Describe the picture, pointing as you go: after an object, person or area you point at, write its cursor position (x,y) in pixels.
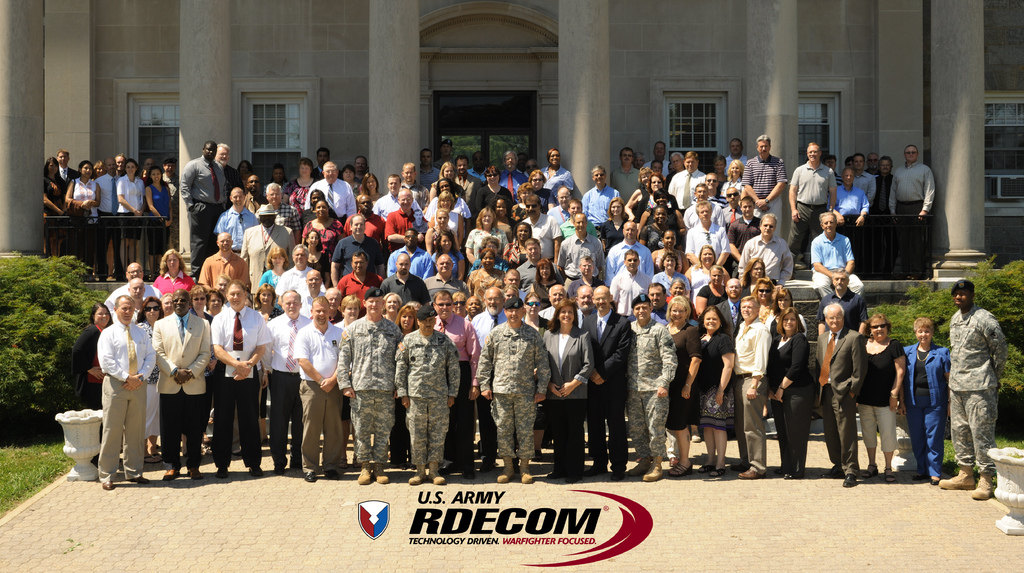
In the image there are many men (313,357) and women (696,342) standing on steps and in front of the building (900,289) with many windows (457,122) on it, there are plants (61,383) on either side of the building (377,68).
